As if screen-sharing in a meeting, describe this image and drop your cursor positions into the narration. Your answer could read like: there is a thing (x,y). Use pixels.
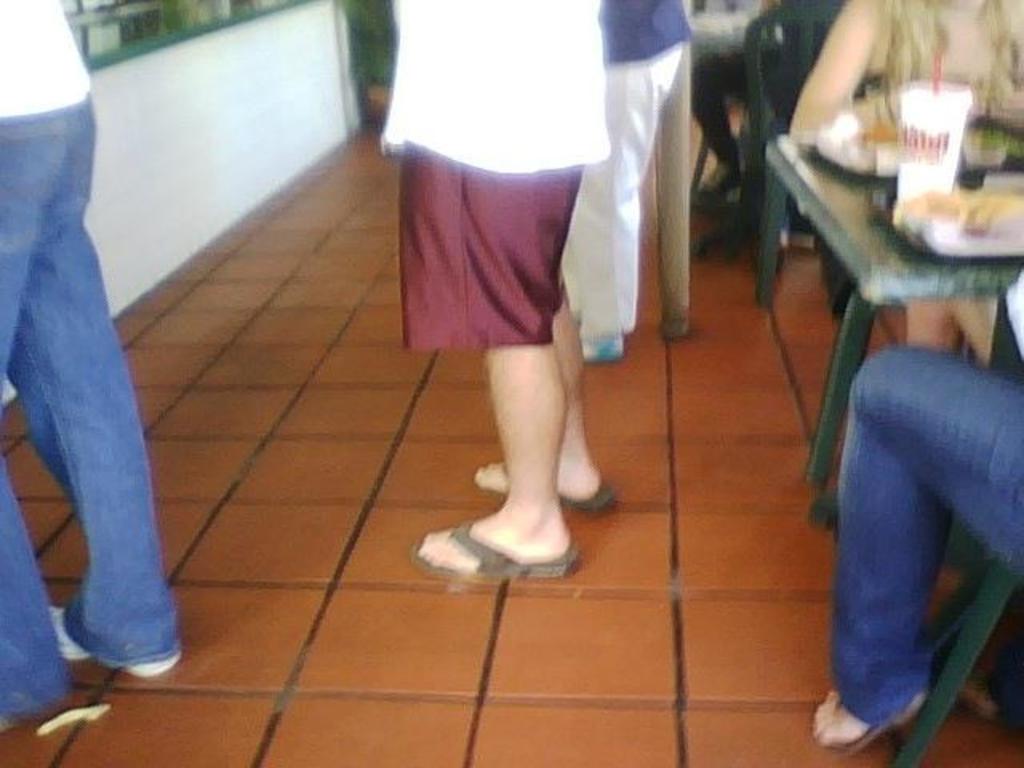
In this picture there are three persons (595,111) who are standing. There is a woman (889,99) and a man (980,398) sitting on the chair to the right side (982,483). A cup (921,161) is visible on the table (869,233).
